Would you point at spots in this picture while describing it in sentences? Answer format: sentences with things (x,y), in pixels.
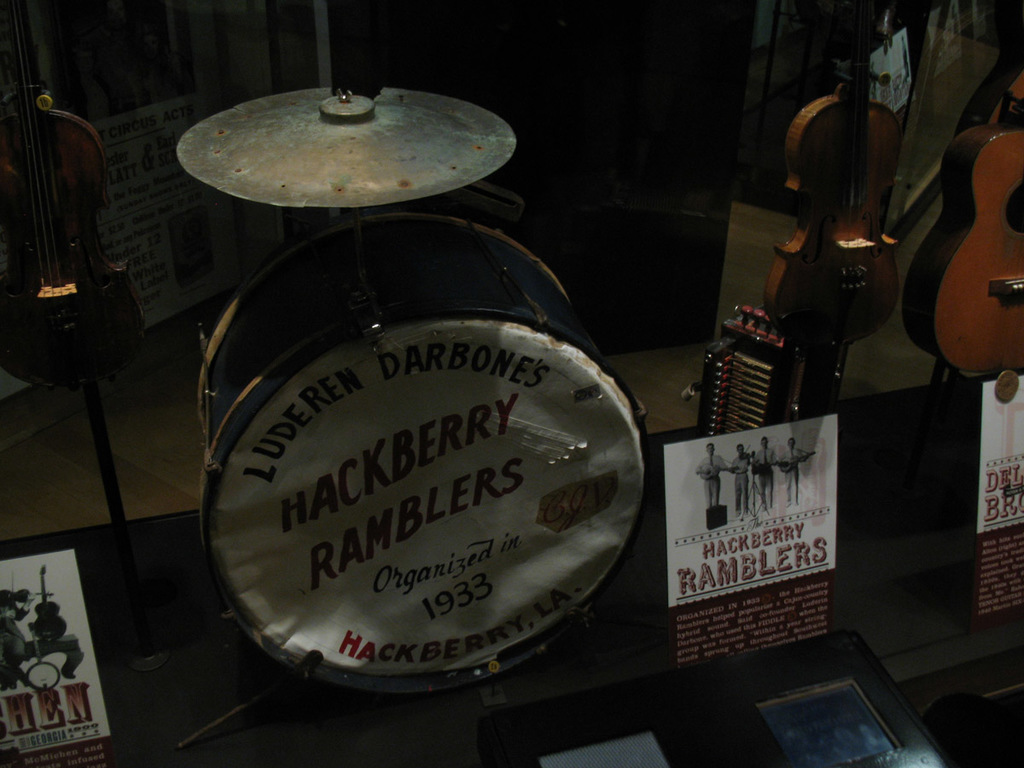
there is a table (942,513) with some musical instruments (402,382) on it and beside that there is a pamphlet (806,585) stick on the table (942,547) and behind it there is a big wall (649,319).
